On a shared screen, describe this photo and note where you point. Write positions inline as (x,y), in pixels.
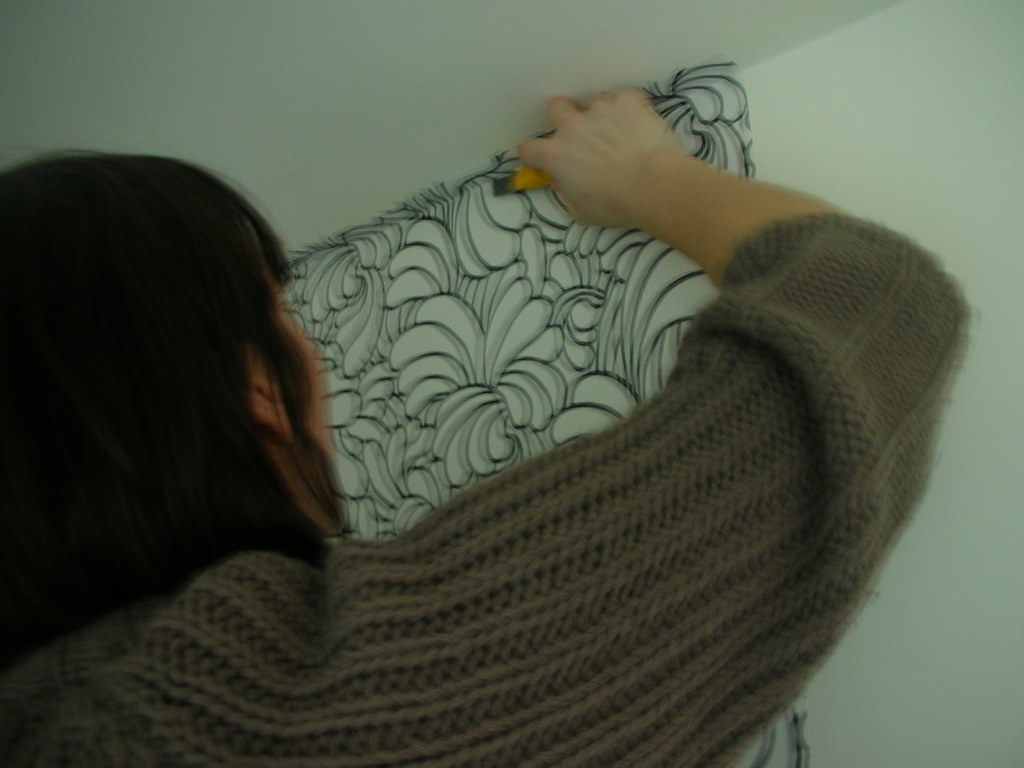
In this image I can see person (619,507) with grey color dress (650,503) and he is pasting the sticker (603,247) to the wall (885,114). The wall (890,124) is in white color.
